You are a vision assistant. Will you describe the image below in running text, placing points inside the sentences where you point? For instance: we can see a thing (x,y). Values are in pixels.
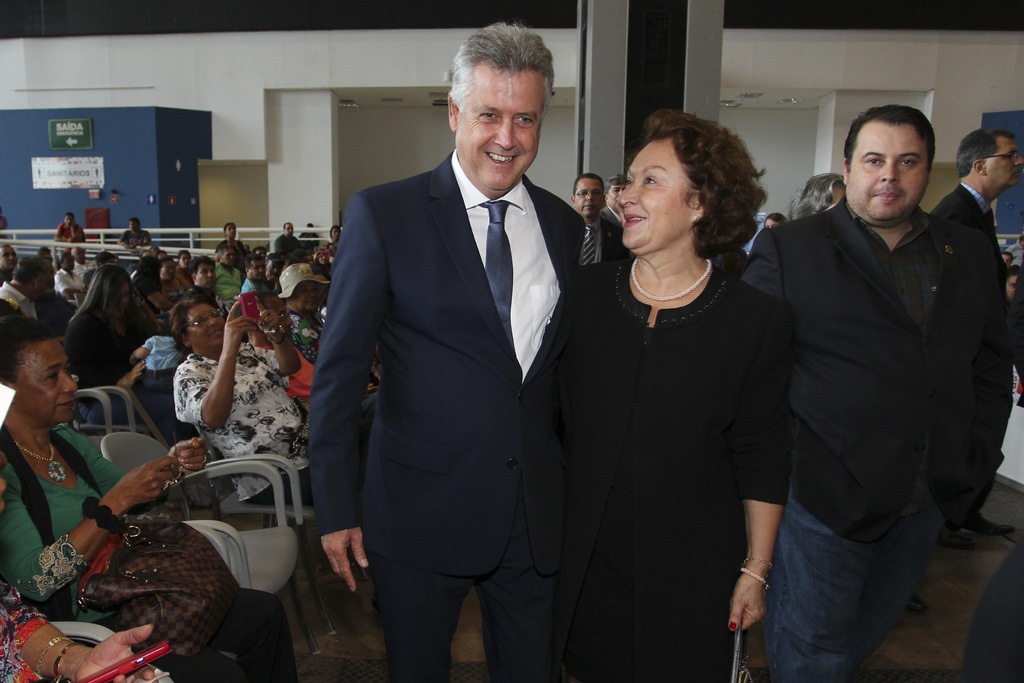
In this picture I can observe a couple (511,251). Both of them are smiling. In the background (264,341) there are some people (69,362) sitting on the chairs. I can observe men (87,266) and women (61,494) in this picture.
